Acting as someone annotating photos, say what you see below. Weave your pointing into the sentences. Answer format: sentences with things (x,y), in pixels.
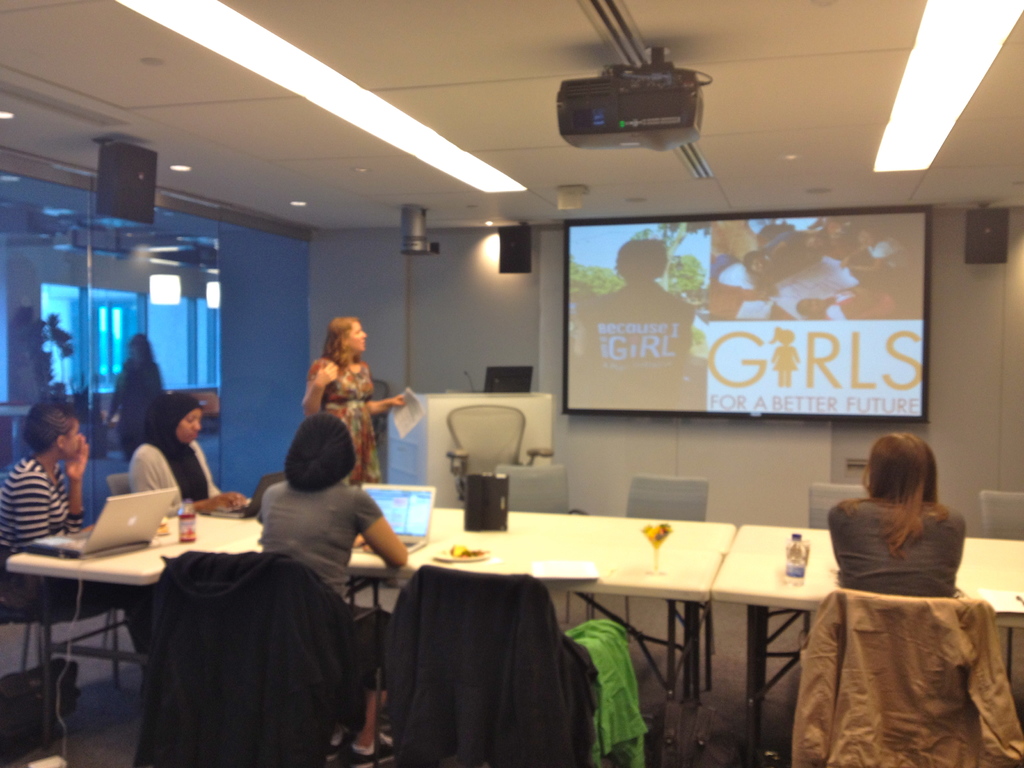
In this picture there are four ladies (379,525) sitting on the chair (123,486). In front of them there is a table (637,542) with laptop (427,507), glass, plate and a bottle (183,524) on it. To the left (340,375) there is a lady (357,371) standing and holding a paper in her hand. In the middle (665,334) there is a screen (752,279). Beside the screen (602,368) there is a podium (449,403) with mic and laptop (519,378) on it. In front of the podium (530,425) there is a chair (474,422). And on the top (617,112) there is a projector (665,130). In the three corners there are three speakers (137,178).
